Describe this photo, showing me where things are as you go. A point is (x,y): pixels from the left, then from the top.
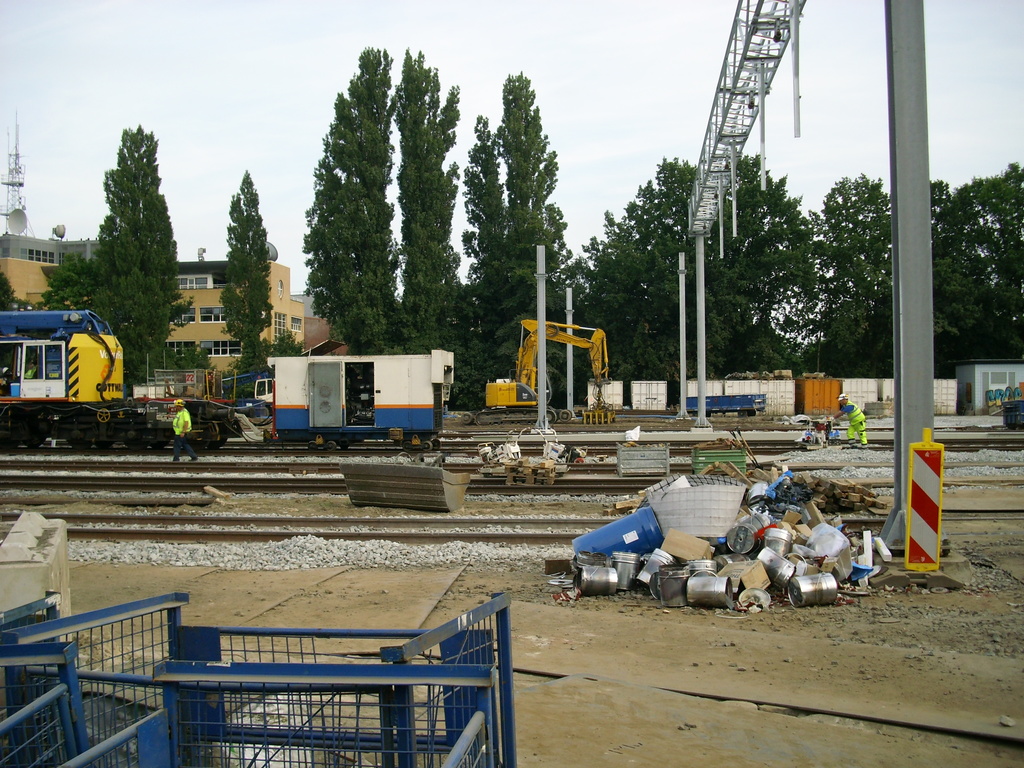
In the picture I can see blue color grills (287,704), some garbage (639,579), stones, railway tracks (357,521), a person (180,449) walking here, I can see the poles (931,427), train (156,418), some containers (696,409), I can see a bulldozer (513,413) and crane (106,390), I can see trees (956,249), building (194,294), towers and the sky (171,159) in the background (351,8).
